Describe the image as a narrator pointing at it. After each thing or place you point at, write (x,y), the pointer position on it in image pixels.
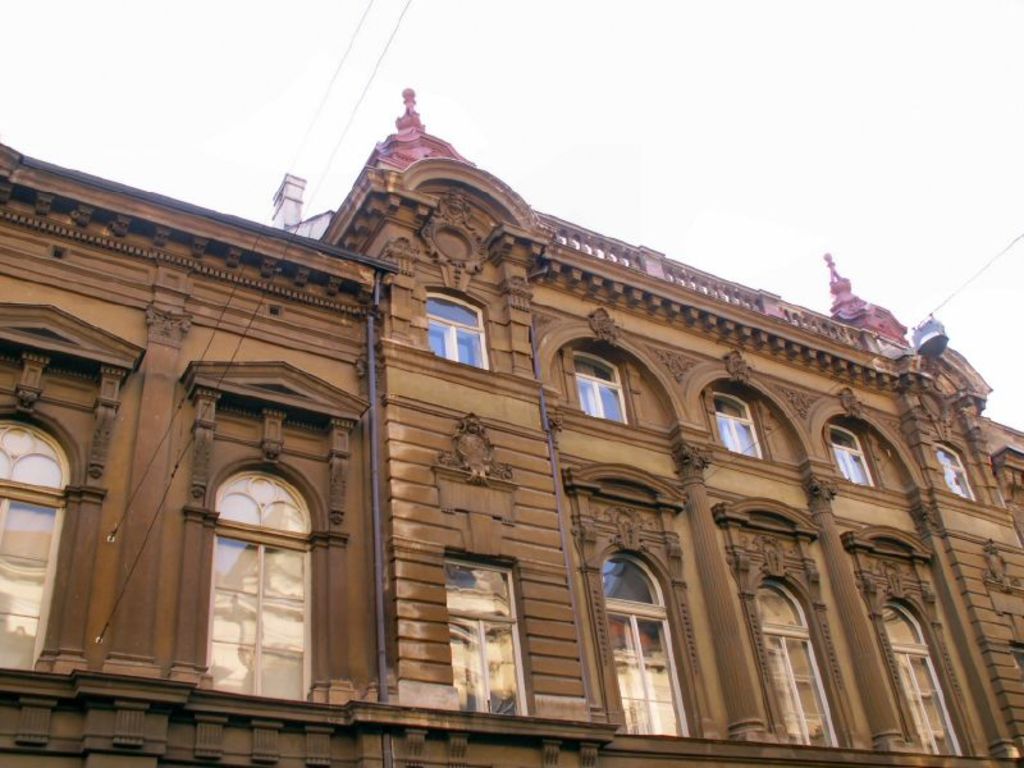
In this image, we can see a building (806,377) and some wires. We can also see the sky (598,49). We can see the glass (239,507) with some reflection (467,685).
